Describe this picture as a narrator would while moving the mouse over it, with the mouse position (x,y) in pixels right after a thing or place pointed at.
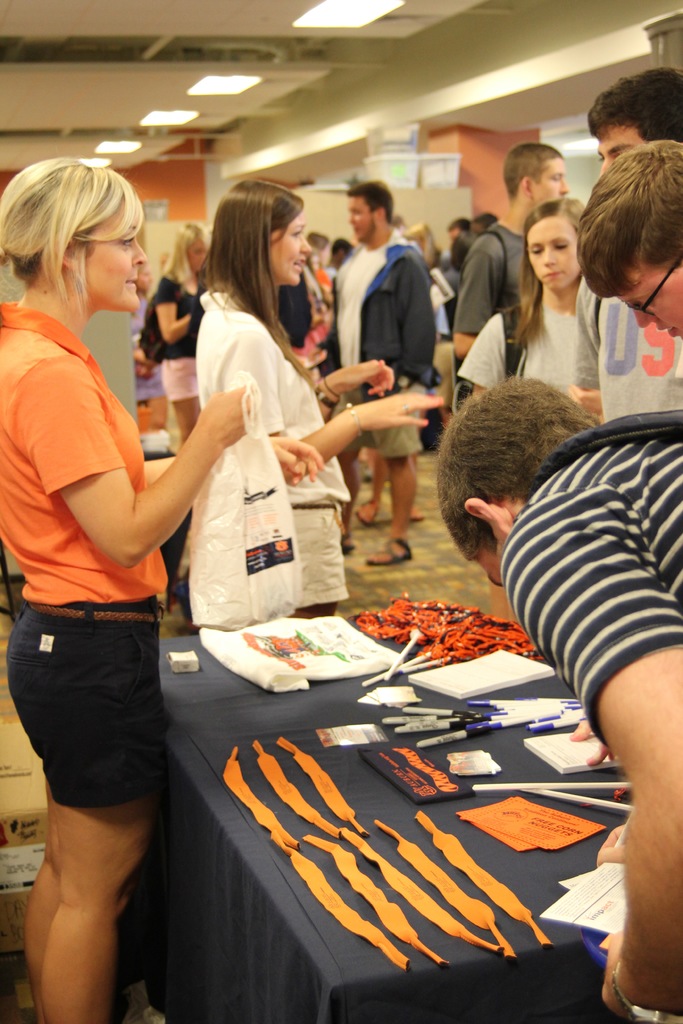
Here we can see some persons (478,523) are standing on the floor (444,583). This is table (469,968). On the table (402,1006) there are pens (528,709) and books (541,740). These are the lights (375,7). And there is a pillar (483,198) and this is floor (443,573).
